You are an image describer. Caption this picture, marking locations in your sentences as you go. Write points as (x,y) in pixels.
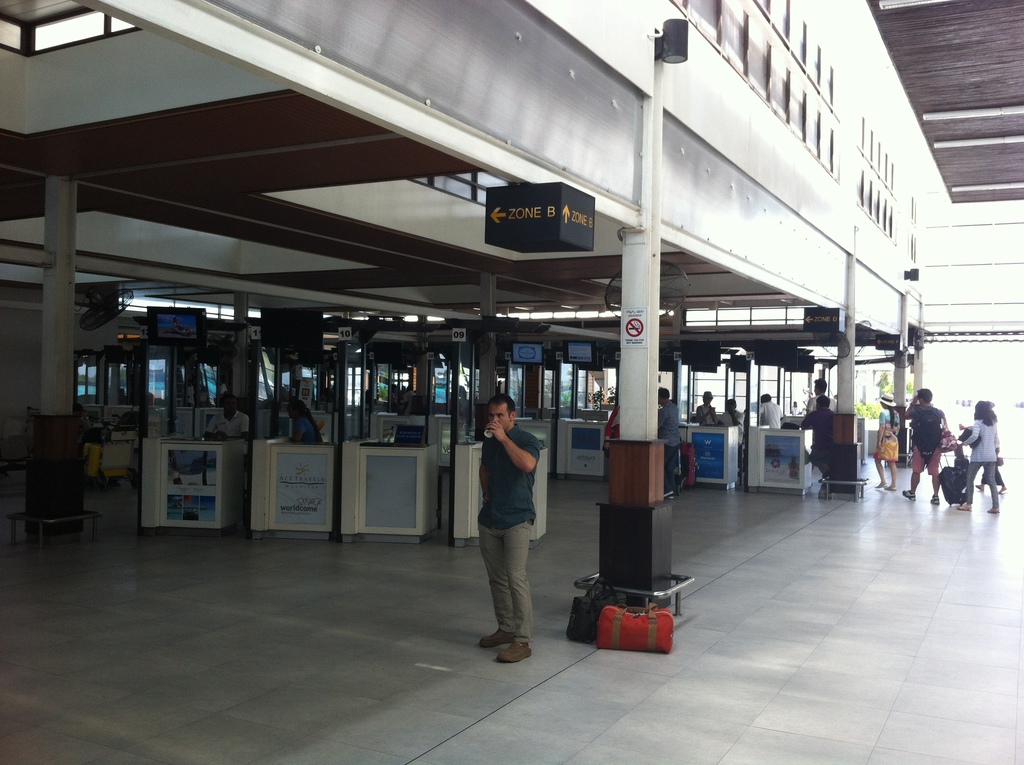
In this image there are so many people (529,557). There are counters (406,460). There are Tvs (264,338). I think it is an airport (708,590).
